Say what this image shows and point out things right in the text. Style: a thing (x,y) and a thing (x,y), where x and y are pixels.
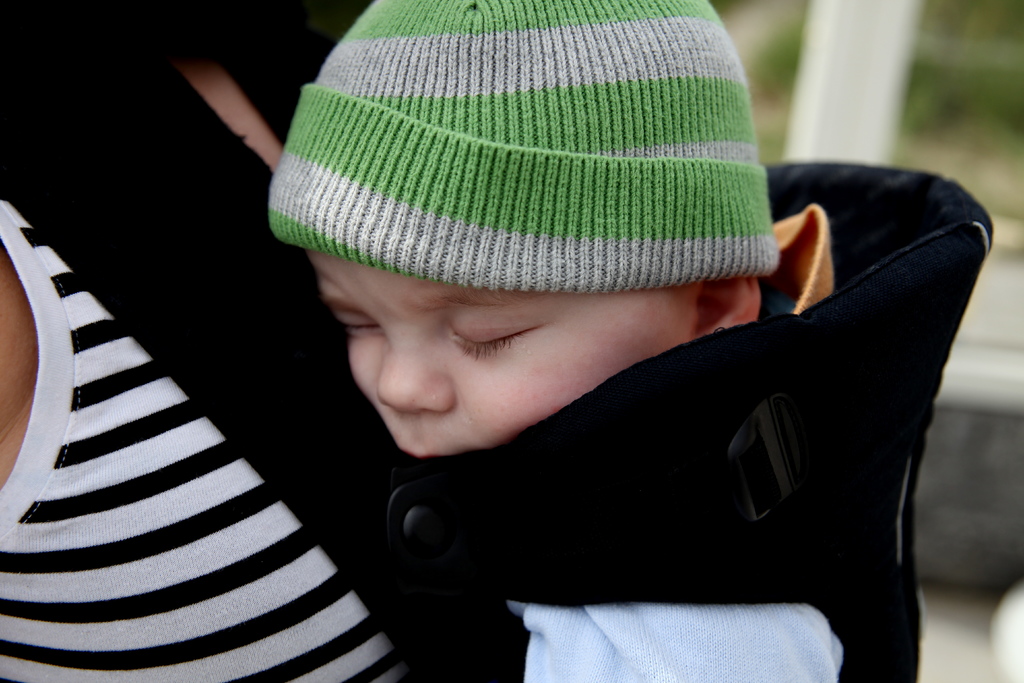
In this picture we can see a baby (464,335) in a baby carrier (740,473) resting on a woman (173,442).
